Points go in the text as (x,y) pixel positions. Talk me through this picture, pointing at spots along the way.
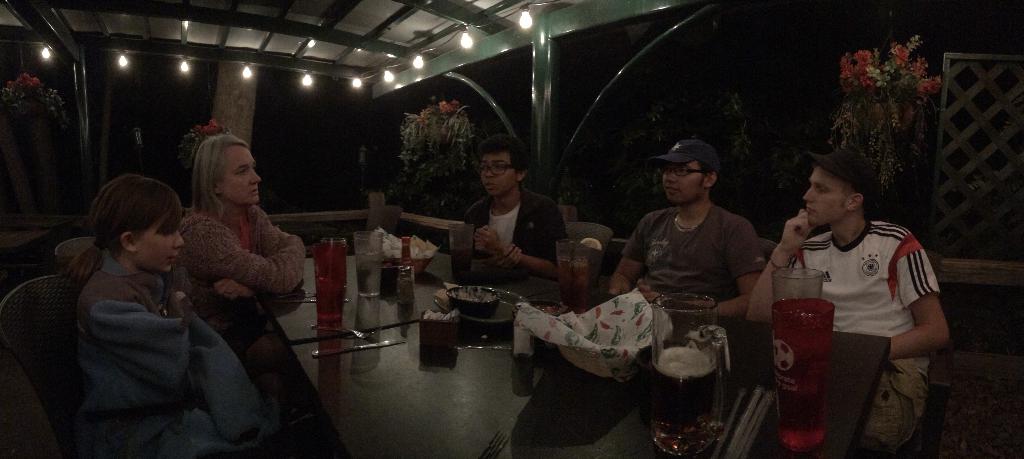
This is an image clicked in the dark. Here I can see five people (646,251) are sitting on the chairs (584,231) around the table (369,404). On the table (369,391) I can see few glasses (344,275), bowls (475,304) and some more objects (614,350). In the background (415,135) there are some flower plants (437,127), poles (539,138) and on the top (183,71) I can see the lights (464,43).
